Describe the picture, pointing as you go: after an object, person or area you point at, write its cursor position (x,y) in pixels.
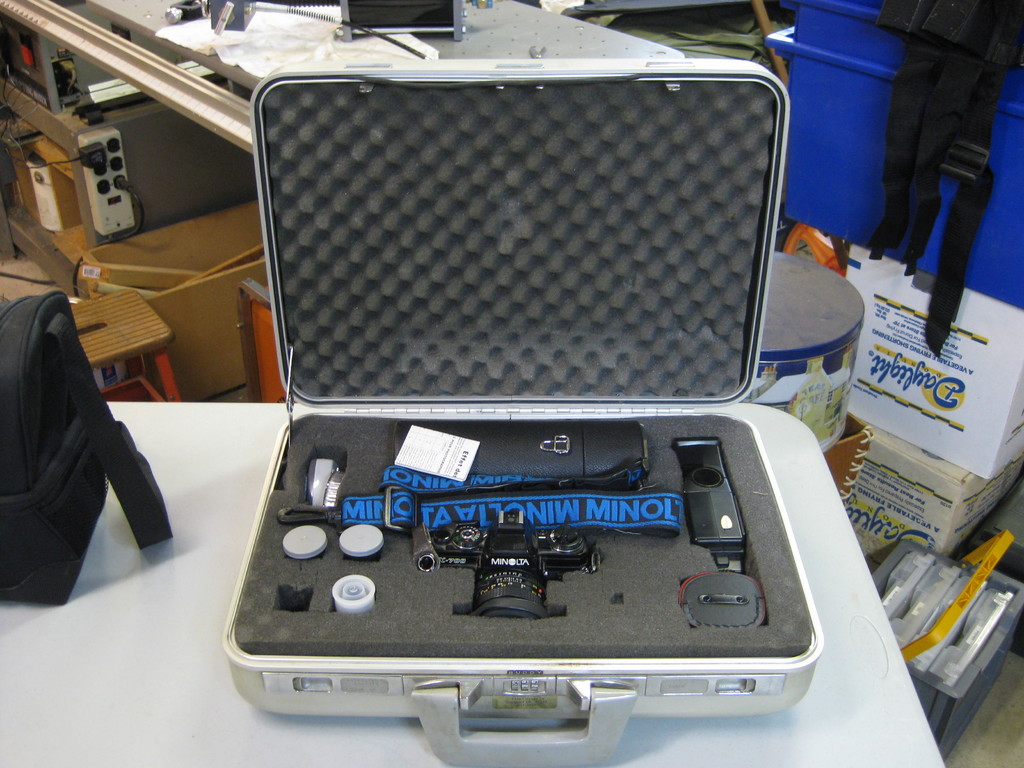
There is a suit case (559,368) which contains camera (534,566) and other accessories (530,508) of it, Which is placed on a table (405,758).
